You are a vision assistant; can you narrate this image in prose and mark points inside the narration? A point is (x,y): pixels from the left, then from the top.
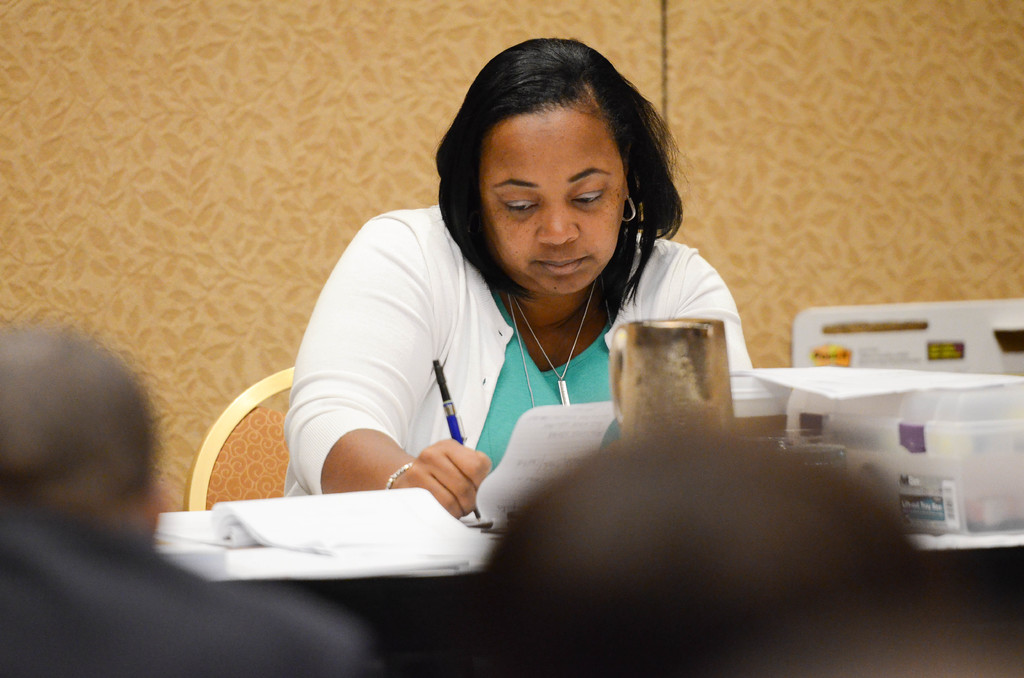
In this image there is one woman (434,314) who is sitting and she is writing something. In front of her there are some books (291,542) and some boxes (871,434), and at the bottom (817,559) there are two persons (502,539) and in the background (390,47) there is a wall (192,64).
